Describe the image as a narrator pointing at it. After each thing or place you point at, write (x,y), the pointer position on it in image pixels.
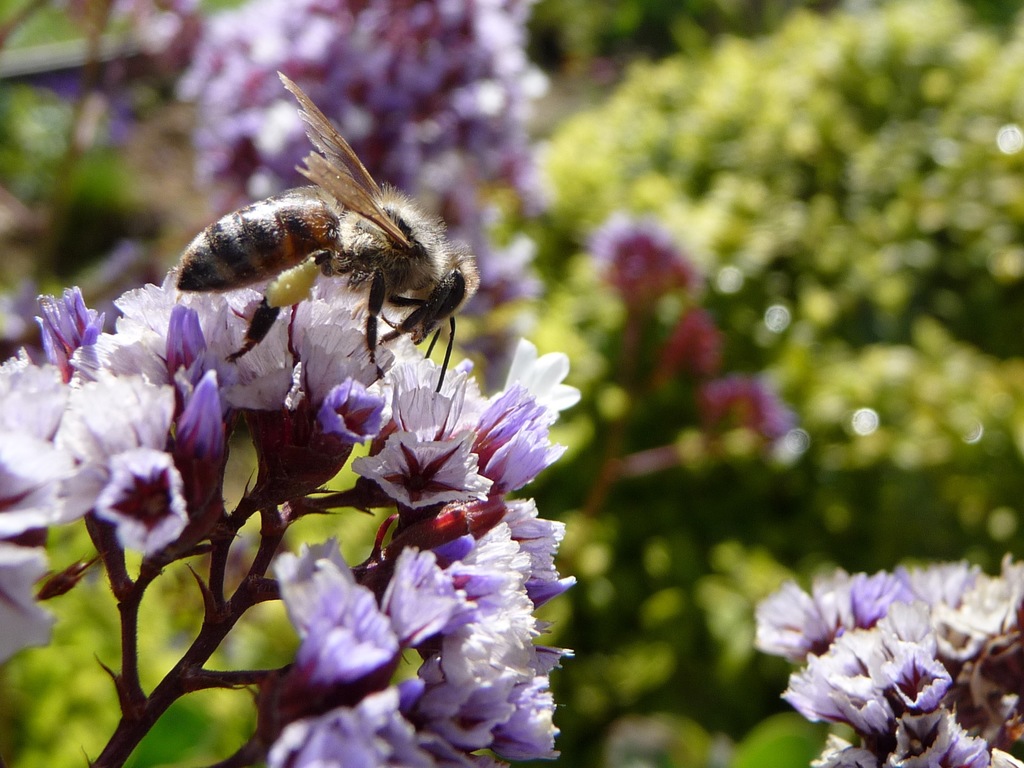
In this image I can see white and purple colour flowers (453,564). I can also see an insect (267,217) over here and in the background (881,467) I can see green colour. I can also see this image is little bit blurry from background (869,389).
